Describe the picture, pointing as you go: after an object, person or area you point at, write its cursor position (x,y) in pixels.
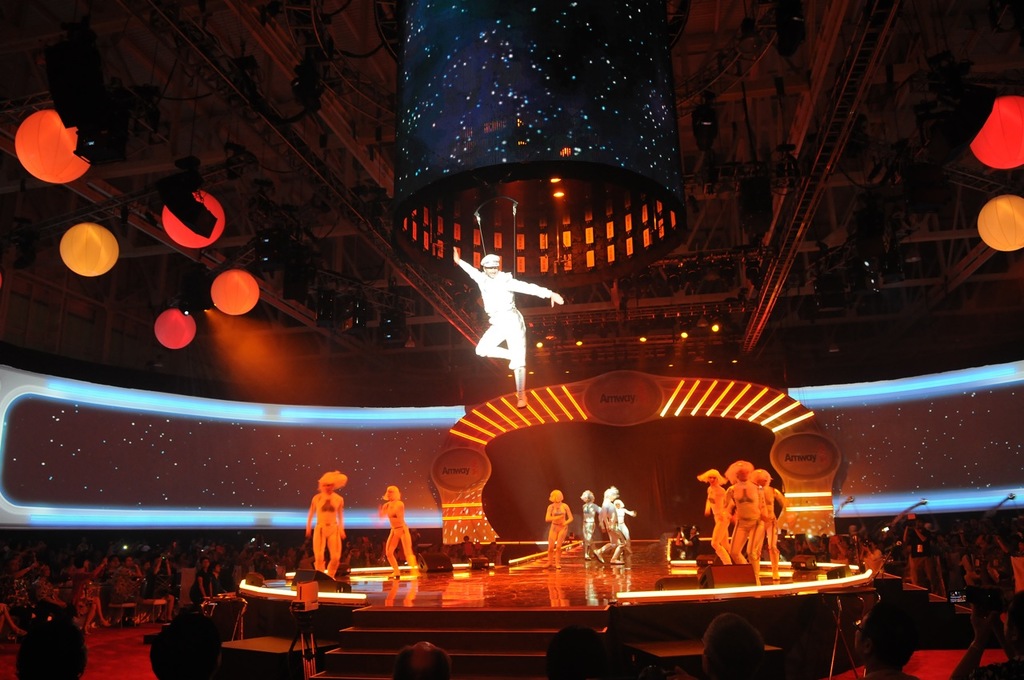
In this image we can see a few people (397,524) and speakers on the stage (491,572), there we can see a person (483,274) hanging from the roof (123,288), around the stage (454,649) we can see a few people (86,561) sitting on the chairs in which few of them are holding mobile phones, there we can see steps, small poles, lights (129,405), lighting (523,560) and some lanterns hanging from the roof (775,125).
